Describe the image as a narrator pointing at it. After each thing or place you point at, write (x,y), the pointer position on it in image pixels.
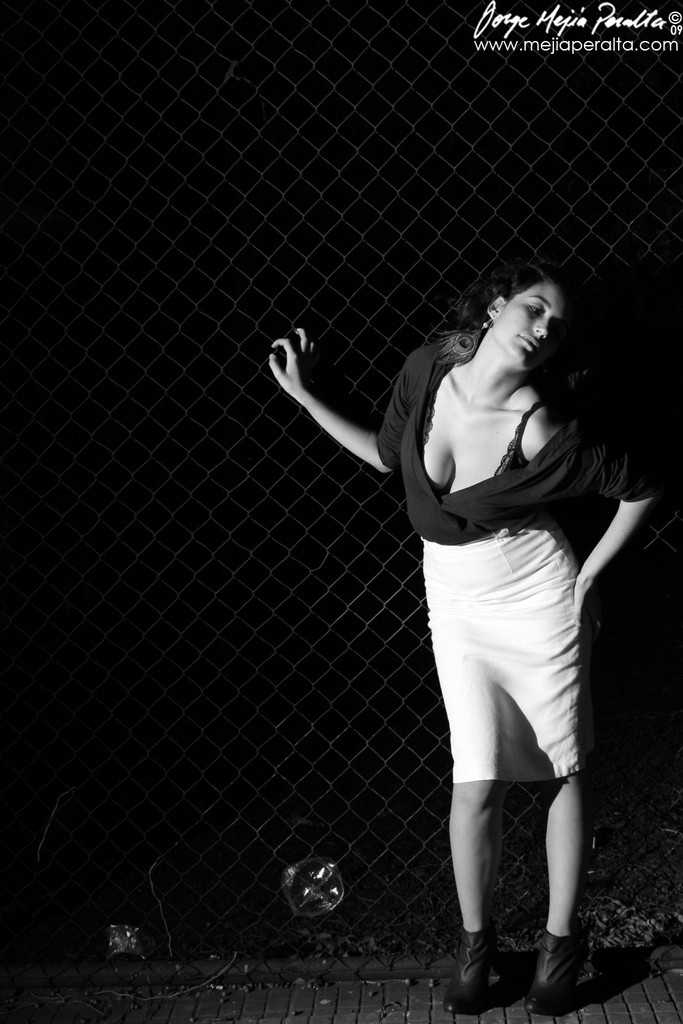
This is a black and white pic. On the right side (534,566) we can see a woman (497,479) is standing on the ground (271,1023) and placed her hand (296,379) on a mesh (121,308). In the background (299,306) the image is dark but we can see an object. At the top (578,36) we can see a text (543,29) written on the image.
